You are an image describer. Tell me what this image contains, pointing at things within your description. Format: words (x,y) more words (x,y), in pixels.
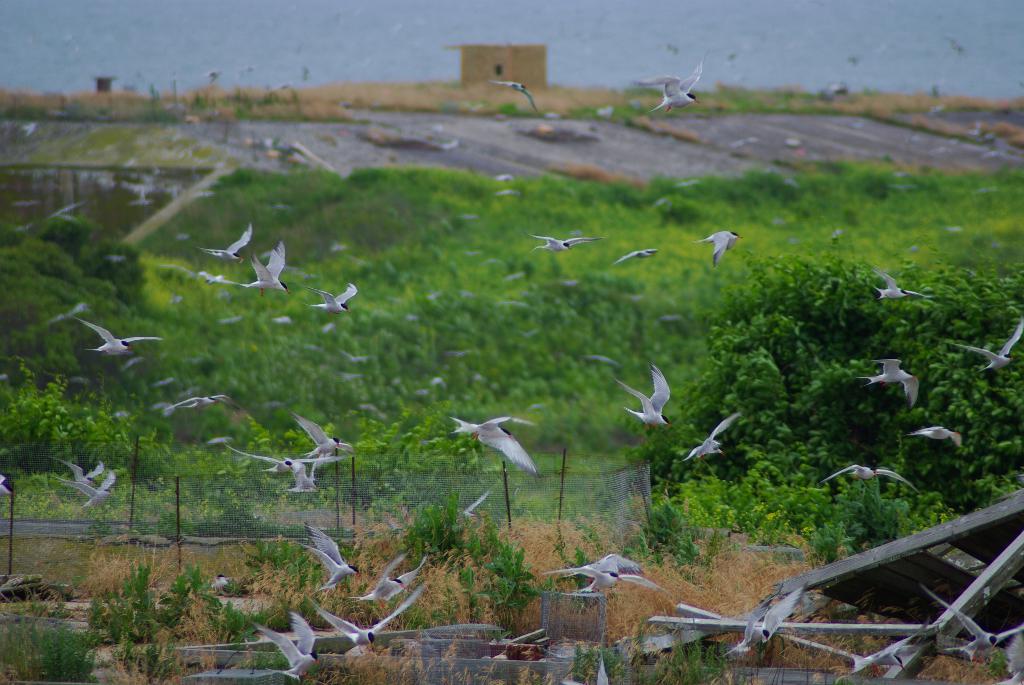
In this image we can see many birds (519,468) flying. In the background (451,479) there are trees (736,441), plants (312,410), fencing (138,526), shed (487,68) and water (607,54).
